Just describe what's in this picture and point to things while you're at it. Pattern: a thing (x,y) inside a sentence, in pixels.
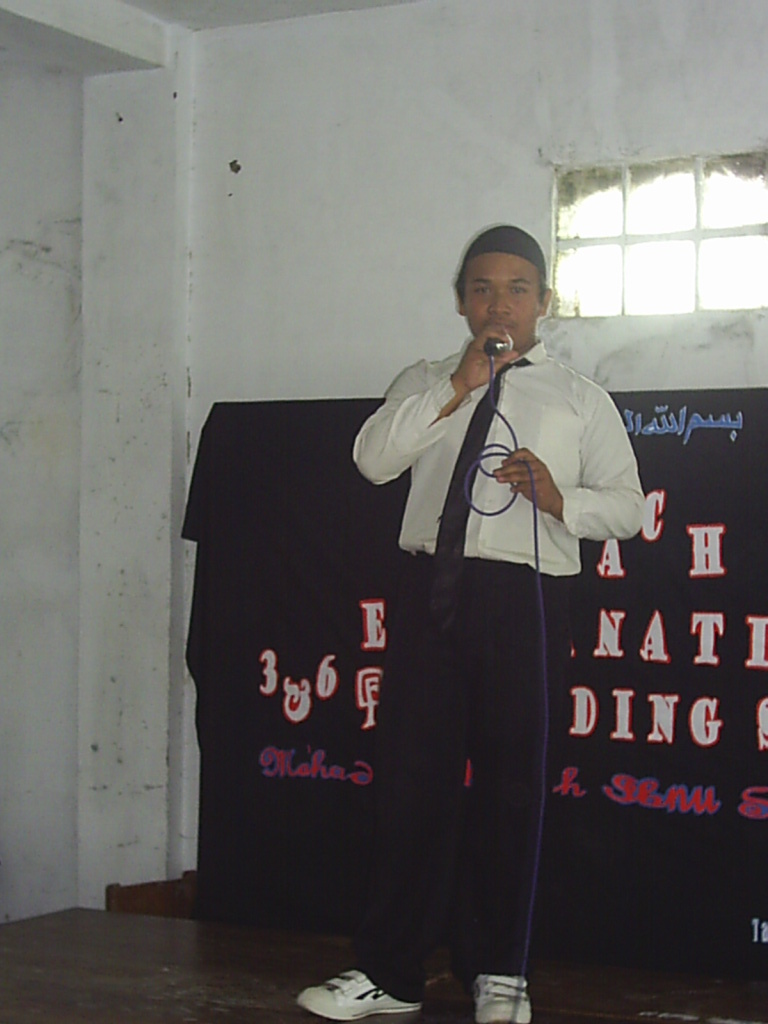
In the middle of the image (479,680) we can see a man (500,436), he is holding a microphone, behind him we can see some text (694,661).
